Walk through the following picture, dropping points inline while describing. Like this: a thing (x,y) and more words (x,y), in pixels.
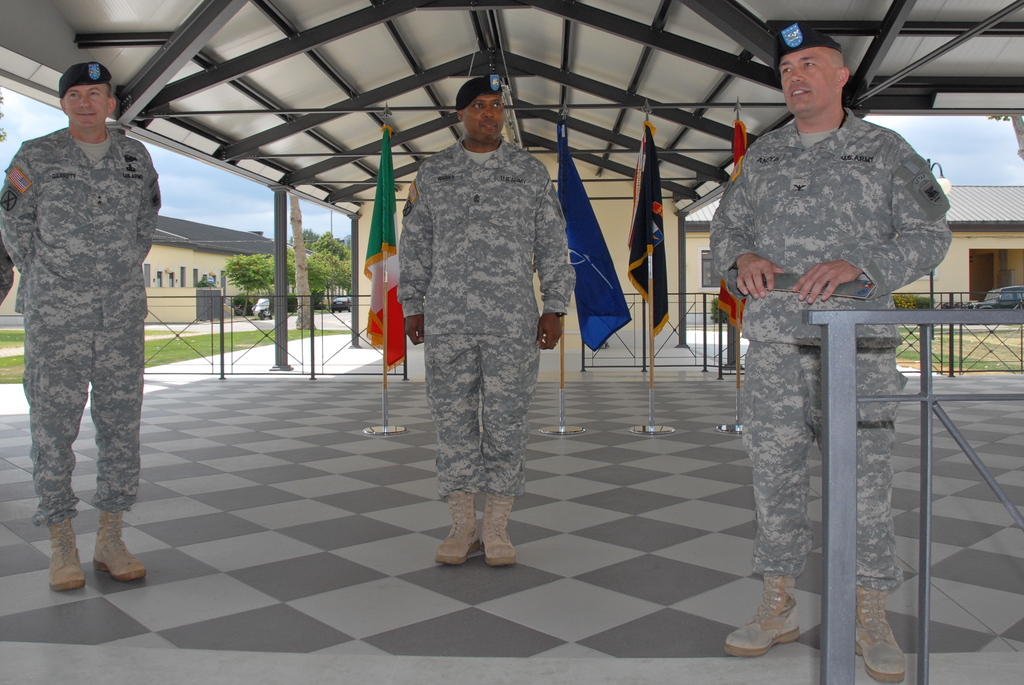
In this picture we can see three men (67,285) wore caps (817,34), standing on the floor (624,620) and smiling. At the back of them we can see flags (388,351), fences (406,368), roof (406,183) and the grass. In the background (361,219) we can see buildings (976,214), vehicles (999,298), plants (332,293), trees (330,250) and the sky (971,125).
